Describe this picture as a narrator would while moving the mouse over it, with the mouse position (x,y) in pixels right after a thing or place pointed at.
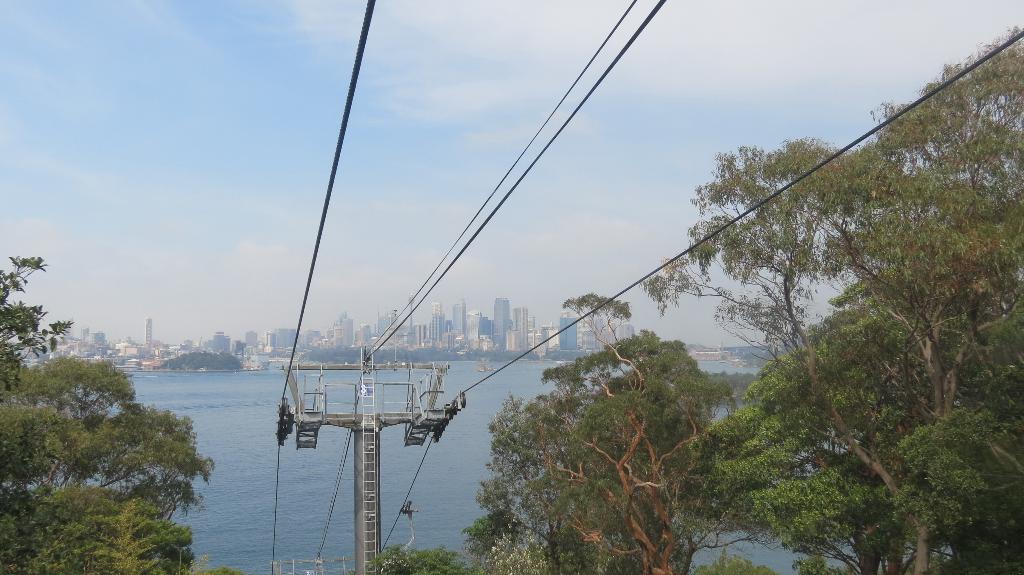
This image consists of a pole (368,456) to which there are strings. On the left (101,498) and right, there are trees (971,430). In the middle (494,380), there is water (320,450). In the background (410,326), there are skyscrapers (352,330) and buildings (357,337). At the top (290,167), there are clouds (137,188) in the sky (158,185).
